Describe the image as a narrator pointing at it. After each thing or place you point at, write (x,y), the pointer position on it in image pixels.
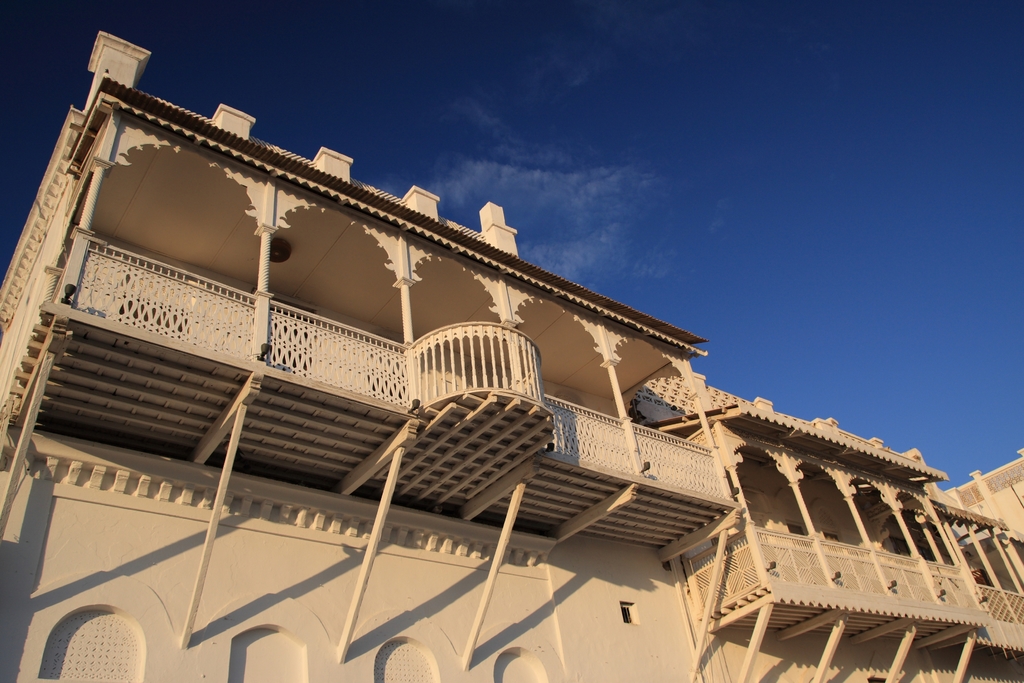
As we can see in the image there are buildings (552,540), fence (362,372) and sky (773,199).
